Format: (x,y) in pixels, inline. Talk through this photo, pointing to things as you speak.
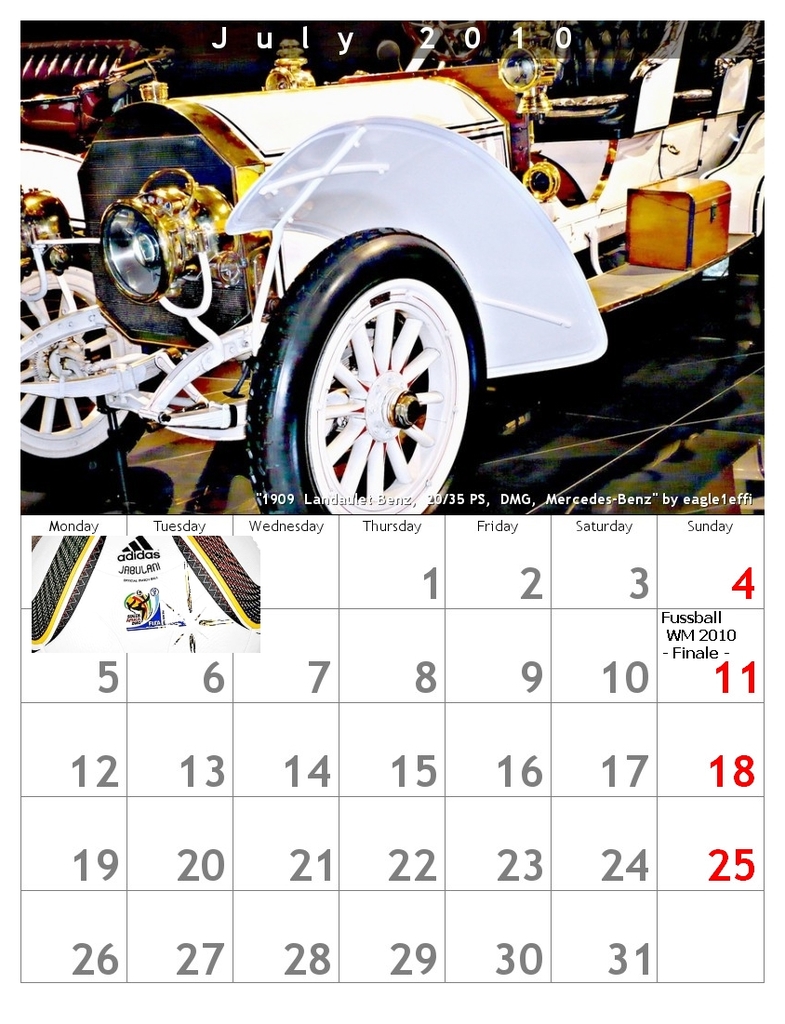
This might be a poster, in this image at the bottom (347,908) there is calendar (369,730) and at the top of the image (465,195) there is some vehicle (375,241) and some text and some objects (79,101).
